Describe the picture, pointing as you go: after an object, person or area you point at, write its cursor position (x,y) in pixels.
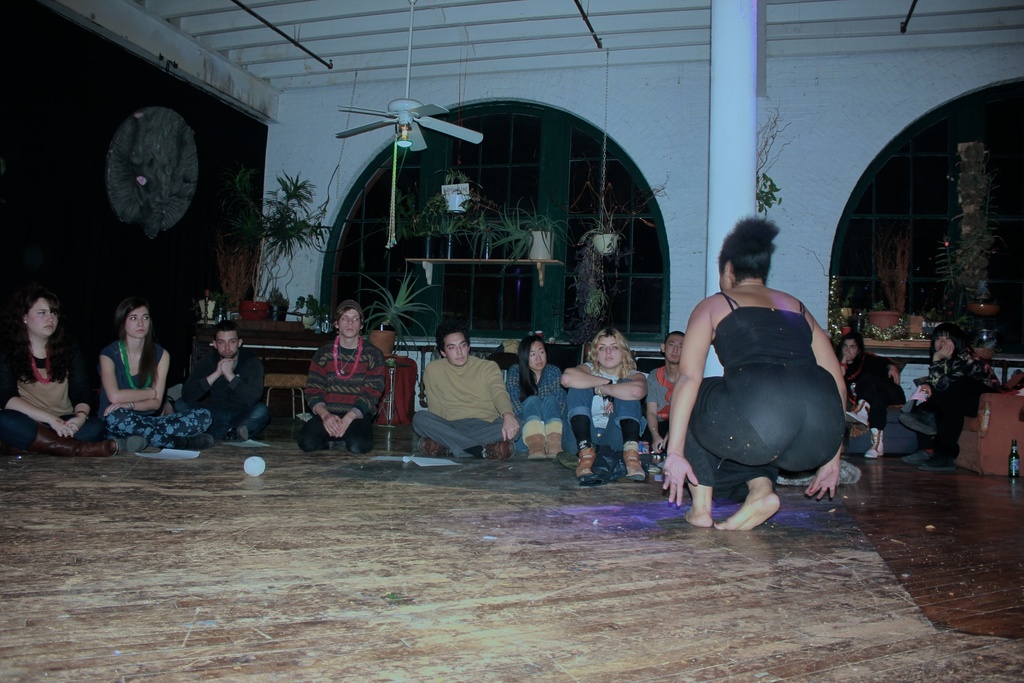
In this picture I can see some people (486,401) are sitting and one woman (818,332) is in a squat position. In the background (423,145) I can see a fan (446,130), white color pillar (727,74) and plant pots (541,236). On the right side (993,443) I can see bottle (1016,463) and other objects (963,459) on the floor (964,513).
